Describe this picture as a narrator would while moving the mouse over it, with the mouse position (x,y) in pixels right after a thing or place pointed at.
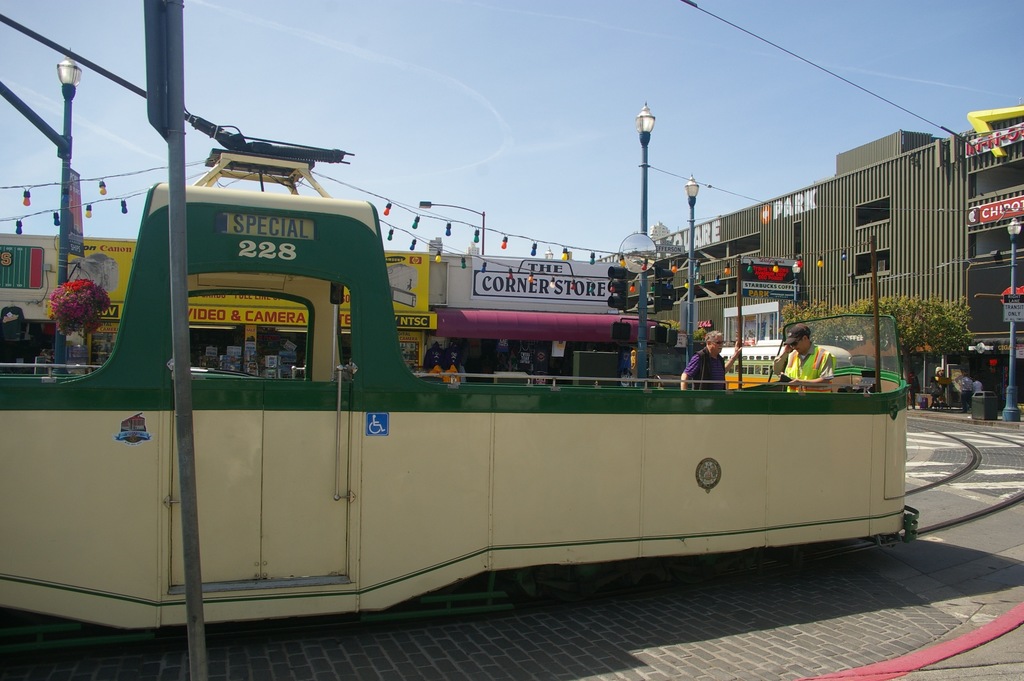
In the image we can see there are people (716,360) wearing clothes (807,355). This person (807,376) is wearing cap (793,330), this is a street (942,577), trees (928,324), light pole (689,194), electrical wires (333,178), building (898,222), poster (543,265) and a sky (526,106). This is a train (558,508).
